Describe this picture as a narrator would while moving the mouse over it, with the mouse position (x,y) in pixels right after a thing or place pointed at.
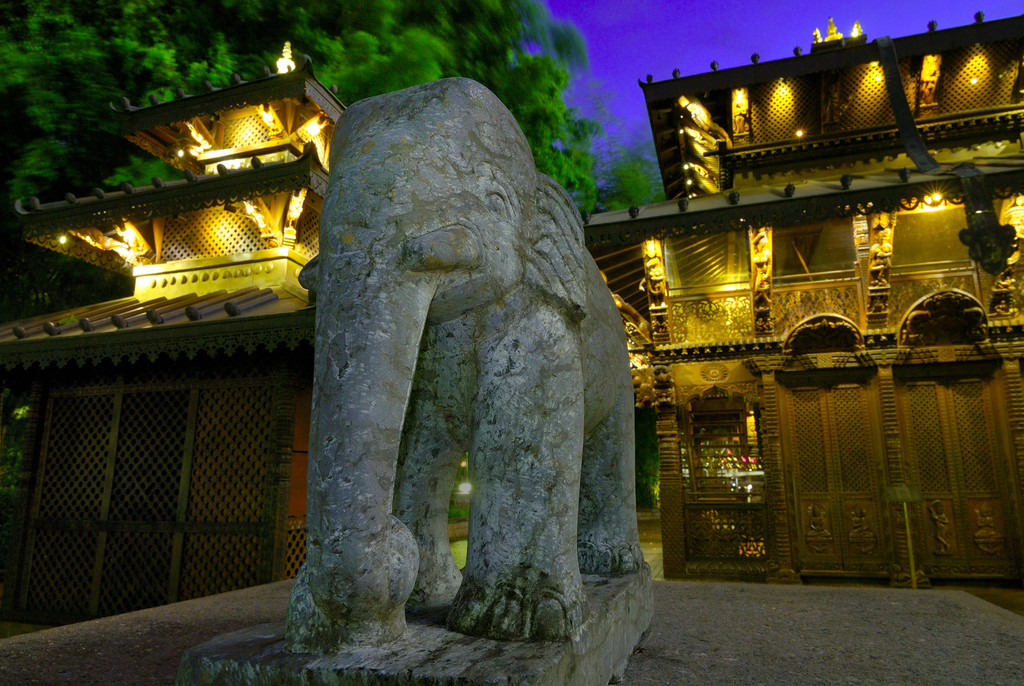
In this image we can see a statue (465,433). On the backside (642,384) we can see some buildings (630,348), lights (749,444), trees (344,97) and the sky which looks clear.
